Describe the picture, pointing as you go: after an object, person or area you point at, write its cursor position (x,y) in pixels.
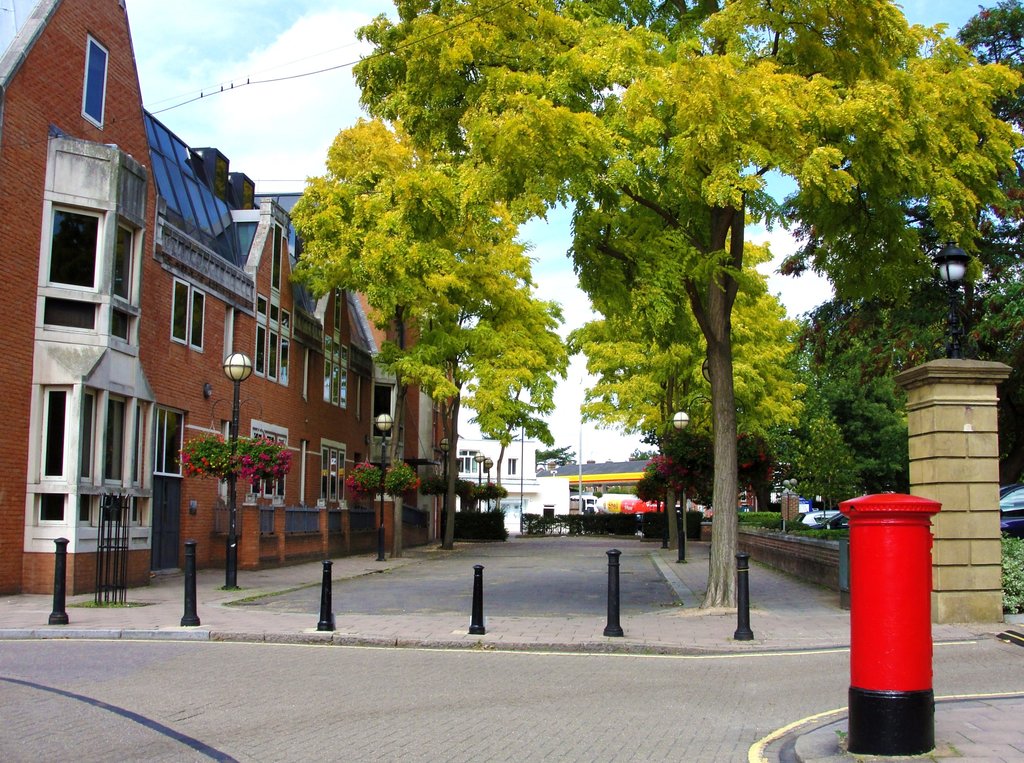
This image consists of a building (160,349) in brown color along with windows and doors (156,540). At the bottom (356,721), there is a road (351,696). In the front (447,33), there are trees (855,470). To the right (874,640), there is a post box (874,608). At the top (208,49), there are clouds (283,99) in the sky (304,121).
